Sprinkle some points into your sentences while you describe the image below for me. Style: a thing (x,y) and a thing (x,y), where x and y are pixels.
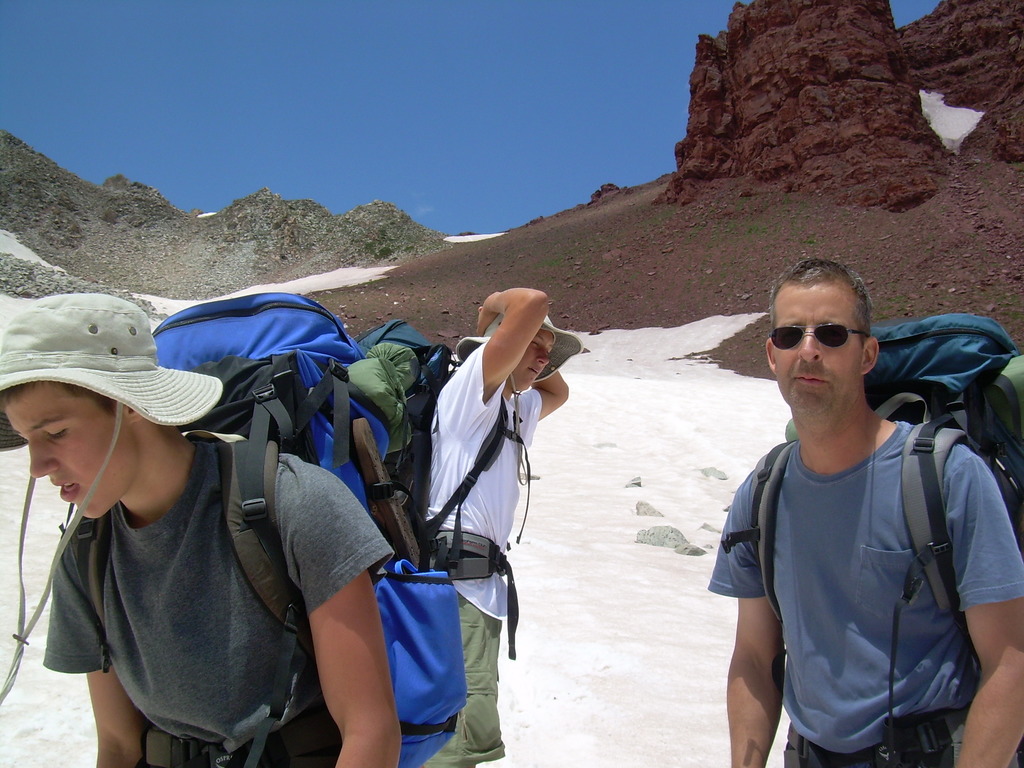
In this image there are group of persons (839,749) wearing a backpacks (271,314), hats (472,350) spectacle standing in a snow (683,682), and in the back ground (766,163) there are hills (720,174) and sky (404,128).
